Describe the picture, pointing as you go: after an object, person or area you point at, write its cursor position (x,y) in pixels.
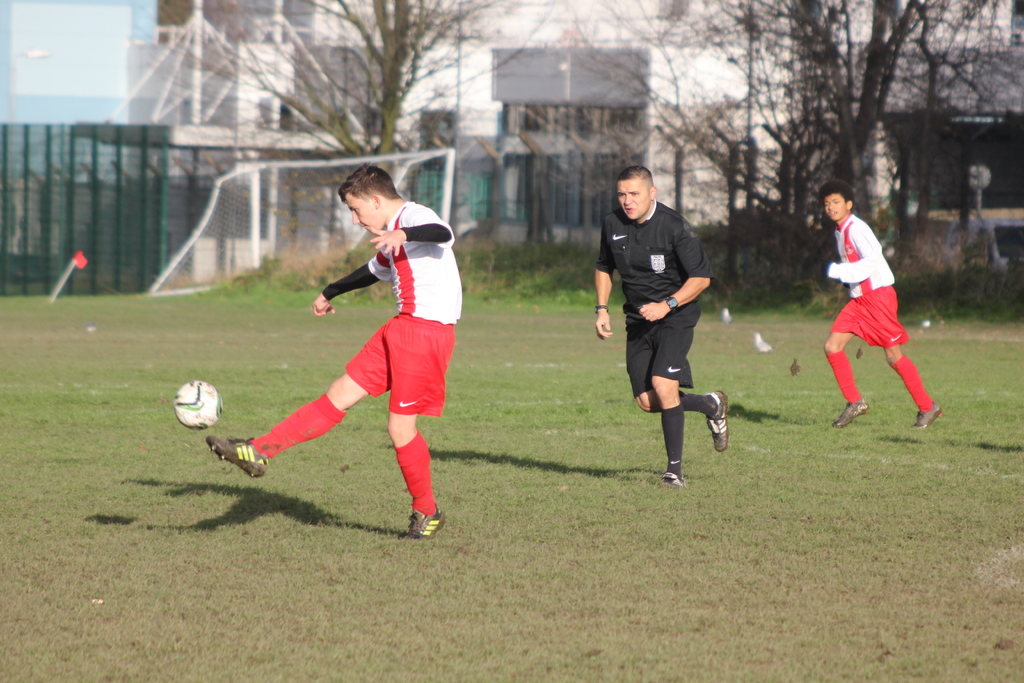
in the center (404,416) we can see three people (297,426), the left we can see ball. Coming to background (479,85) we can see building (242,66), trees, grass (223,289), net (216,235) etc.
